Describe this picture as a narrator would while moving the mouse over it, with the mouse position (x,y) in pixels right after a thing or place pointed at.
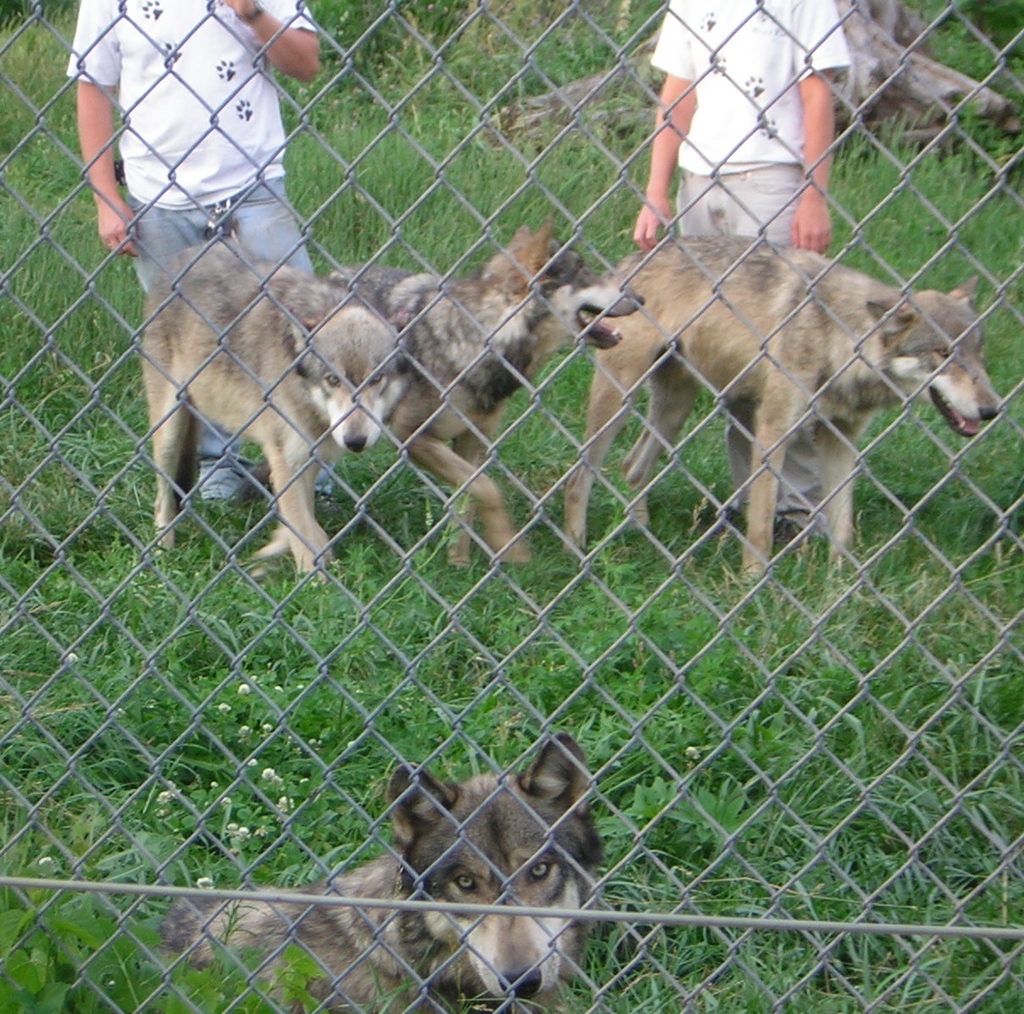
In front of the image there is a fencing (18,880). Behind the fencing (1021,931) there are three dogs (342,317) standing and one dog (471,885) is lying on the ground (582,954). On the ground (278,742) there is grass (370,573). Behind the dogs (343,326) there are two men (761,82) standing. Behind the men (737,129) there are wooden logs (880,58).
